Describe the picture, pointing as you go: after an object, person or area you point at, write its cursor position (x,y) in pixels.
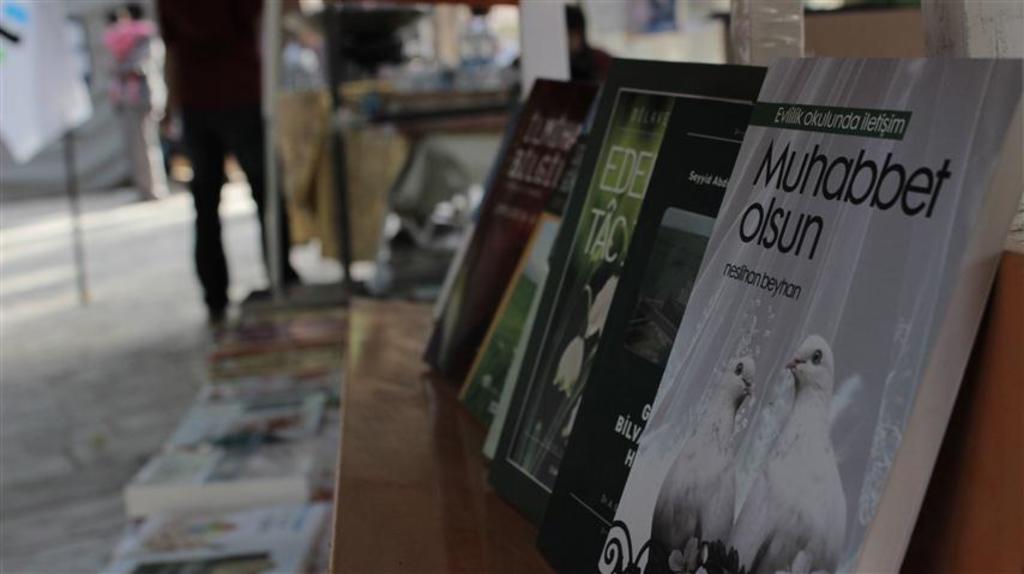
In front (541,417), we see books (568,300) that are placed on the table (462,408). Under the table (468,505), we see many books (223,470) placed on the floor (193,379) and in background (130,51) we find one or two people (173,14) standing. I think this might be a bookstore (406,107). The man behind the pillar (560,36) is sitting on the chair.
